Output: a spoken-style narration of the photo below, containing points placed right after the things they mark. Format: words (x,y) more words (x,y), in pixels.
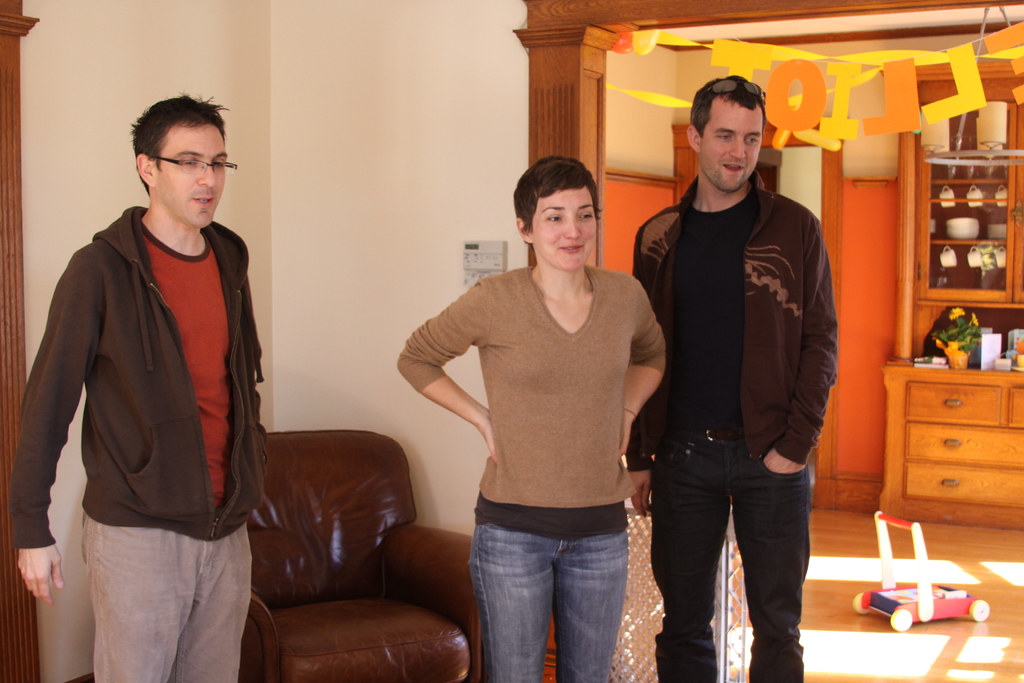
This is the picture of a room (518,180). In this image there are three persons (672,369) standing. On the left side of the image (307,534) there is a chair (260,541). On the right side of the image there is a toy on the floor (929,659) and there are cups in the cupboard (1011,117) and there is a flower vase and there are objects (988,350) on the table (995,439). At the back (829,162) there is a door (796,178). At the bottom (917,462) there is a cupboard (931,380) and there is a wooden floor (956,667).
